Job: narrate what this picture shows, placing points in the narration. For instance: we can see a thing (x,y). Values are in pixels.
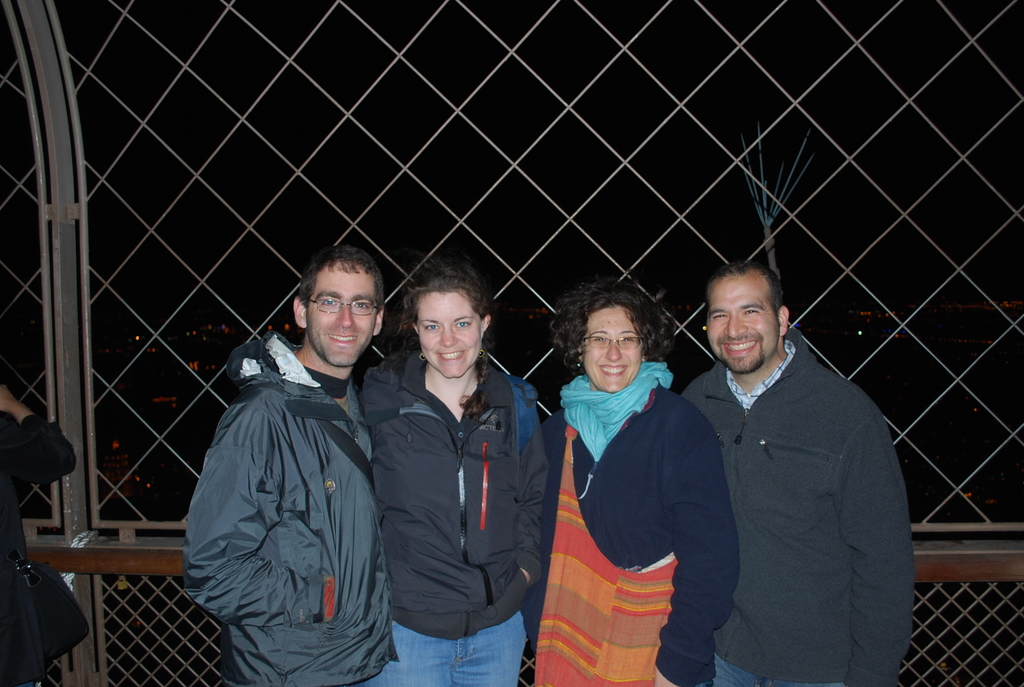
As we can see in the image there are few people (254,582) standing in the front (417,576), a fence (160,441) and the background (534,100) is dark.
